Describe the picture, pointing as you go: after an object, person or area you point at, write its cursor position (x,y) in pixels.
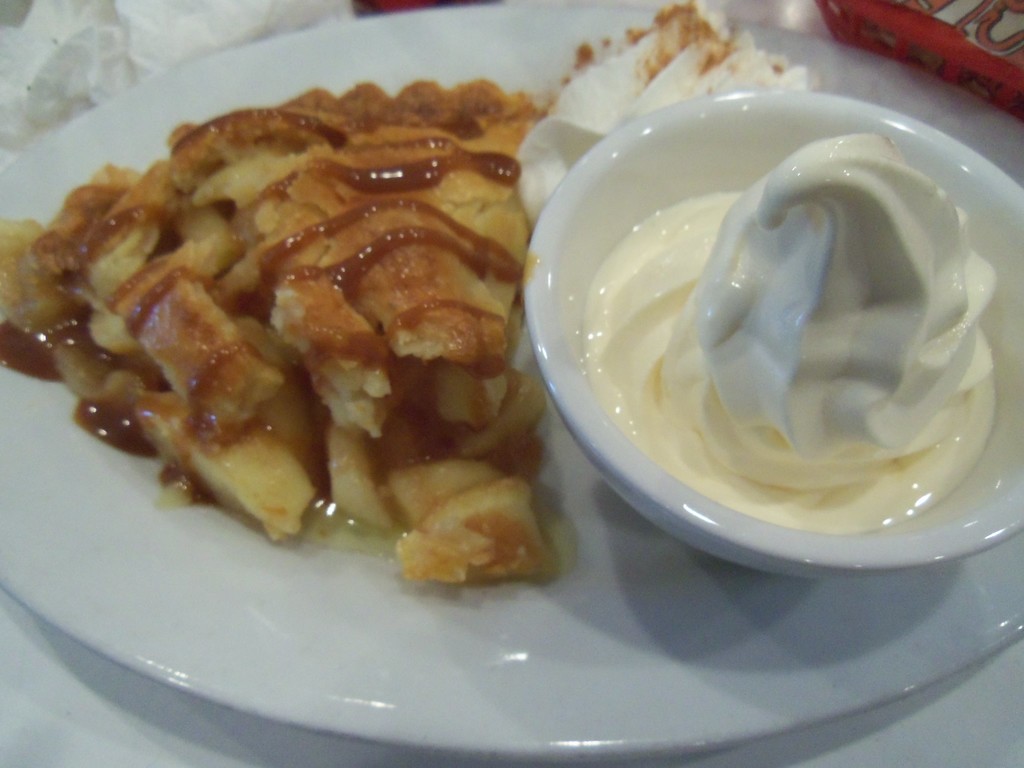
On the table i can see white plate (644,680), cup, paper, red box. In the plate (299,556) i can see sauce (408,435), ice cream (574,149) and food item (360,378). In a bowl (947,306) there is a ice cream (947,306).
